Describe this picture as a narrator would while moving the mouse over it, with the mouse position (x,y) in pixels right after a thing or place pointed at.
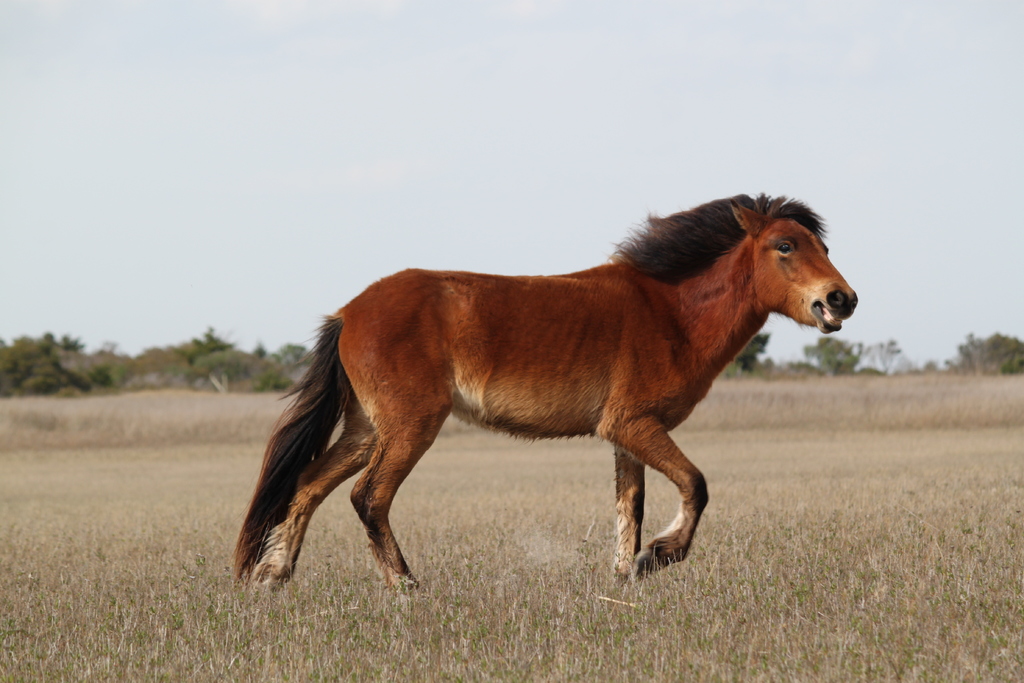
In the center of the picture (413,345) there is a horse (586,345). The picture is taken in a field (193,433). In the background (196,369) there are trees (727,370). Sky (943,311) is clear and it is sunny.
